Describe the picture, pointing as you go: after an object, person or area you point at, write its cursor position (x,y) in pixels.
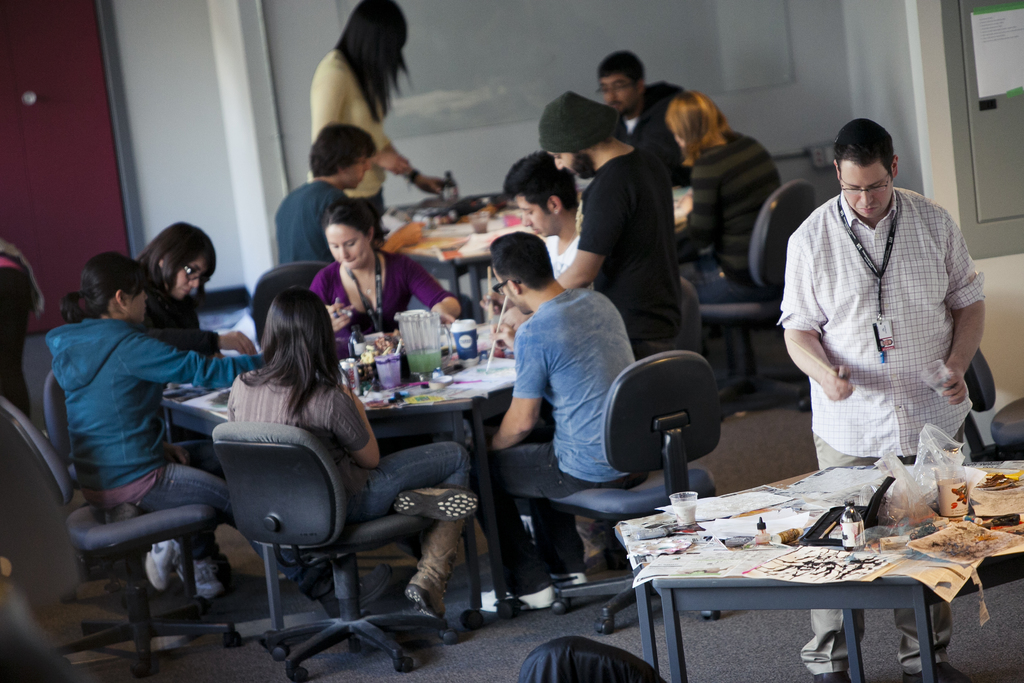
There is a group people (638,240). They are sitting on a chairs (322,451). Three persons (674,258) are standing. There is a table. There is a bottle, pen (492,358), paper (478,358), glass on a table (479,358).
